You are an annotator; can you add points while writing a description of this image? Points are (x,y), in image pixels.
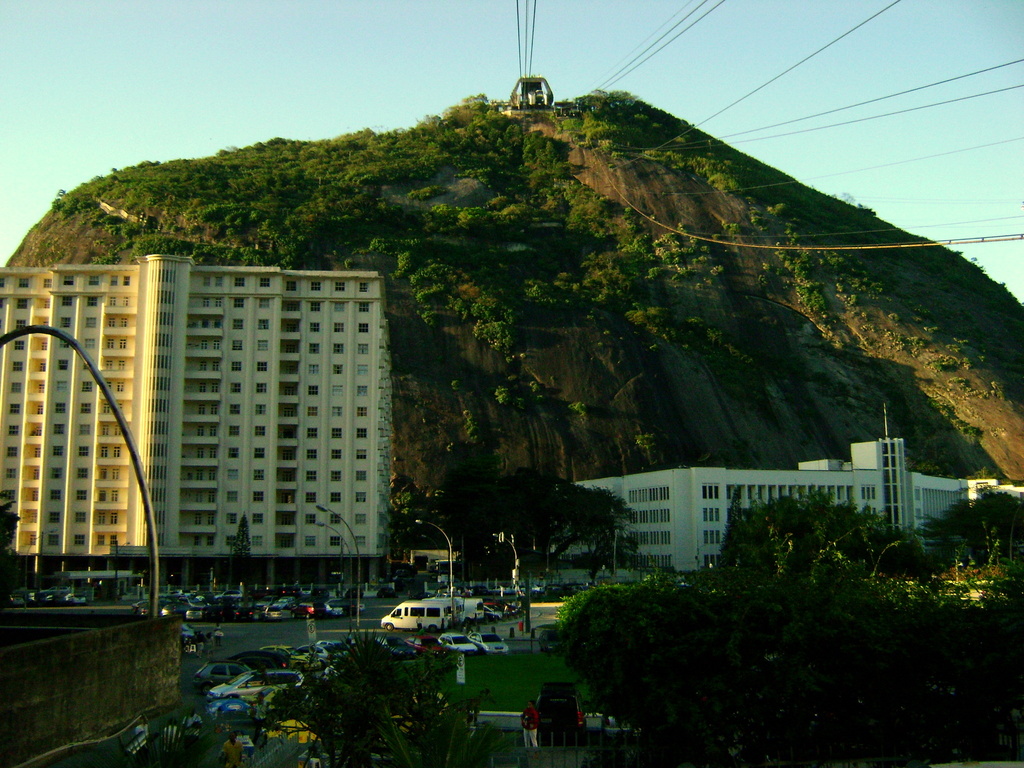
In the foreground of this picture (688,688), there are trees (716,745), poles (454,595), vehicles (323,610) on the road (278,640), a cliff (871,316), and an electric cable car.
